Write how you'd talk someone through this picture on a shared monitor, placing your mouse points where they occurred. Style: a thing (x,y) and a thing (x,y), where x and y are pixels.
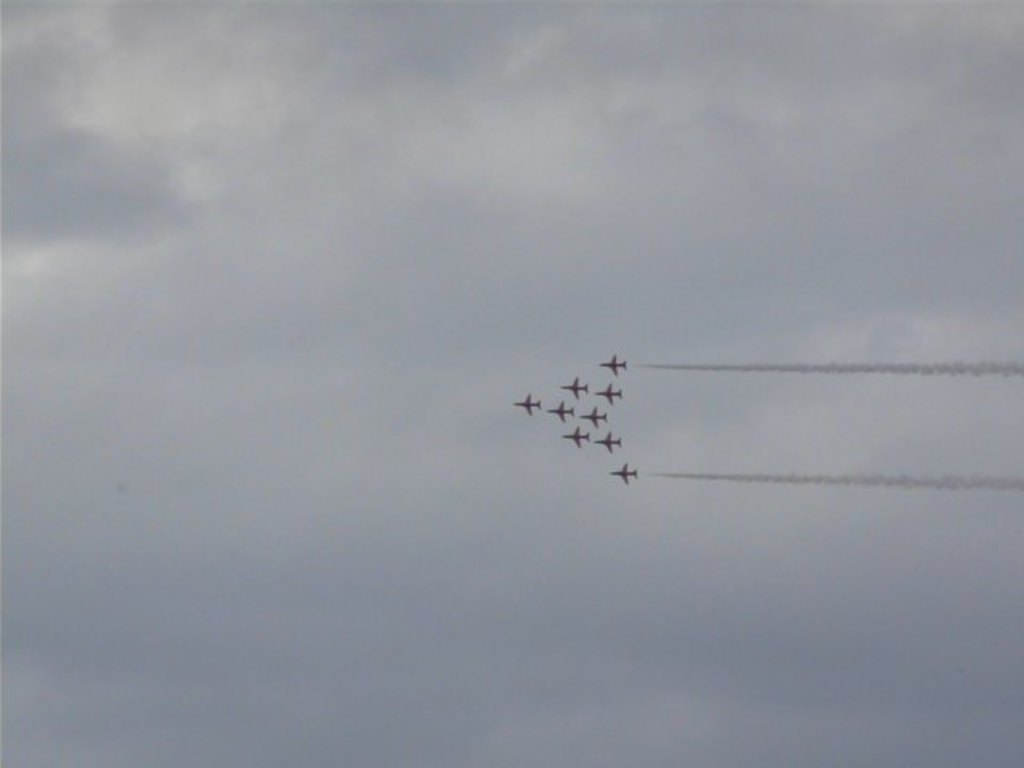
There are few planes (585,415) flying in the air (589,409) and the sky (427,316) is cloudy.
